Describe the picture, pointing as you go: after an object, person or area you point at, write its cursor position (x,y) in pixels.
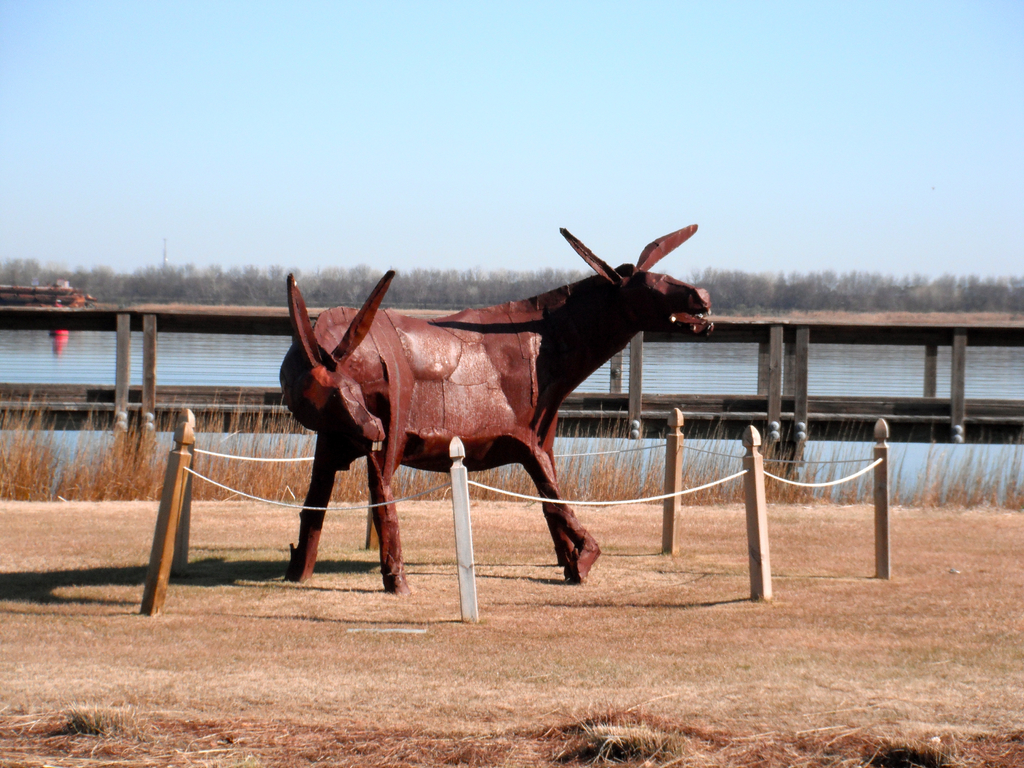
In this picture we can see the metal statue (484,419) of the donkey (495,425). In the front (763,542) there are some rope barriers (763,490). Behind there is a river water (161,375) and some dry trees (213,300). On the top (1018,255) we can see the sky (520,262).
